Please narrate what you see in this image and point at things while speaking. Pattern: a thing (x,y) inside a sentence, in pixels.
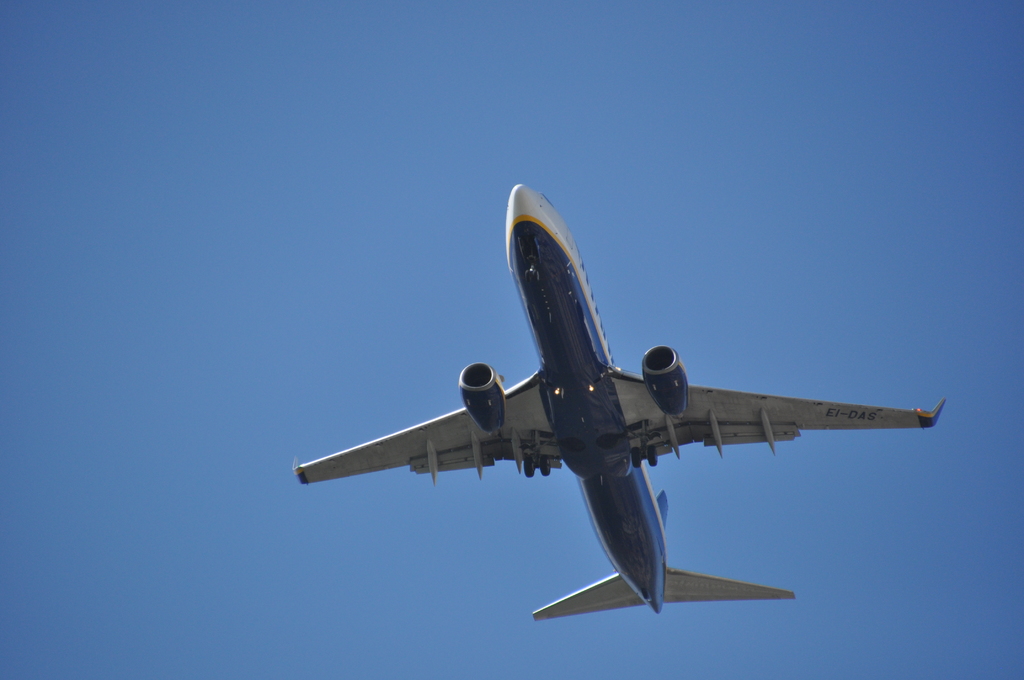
In this picture, we see an airplane (605,364) in white and blue color is flying in the sky (544,517). In the background (375,179), we see the sky (889,487), which is blue in color.
